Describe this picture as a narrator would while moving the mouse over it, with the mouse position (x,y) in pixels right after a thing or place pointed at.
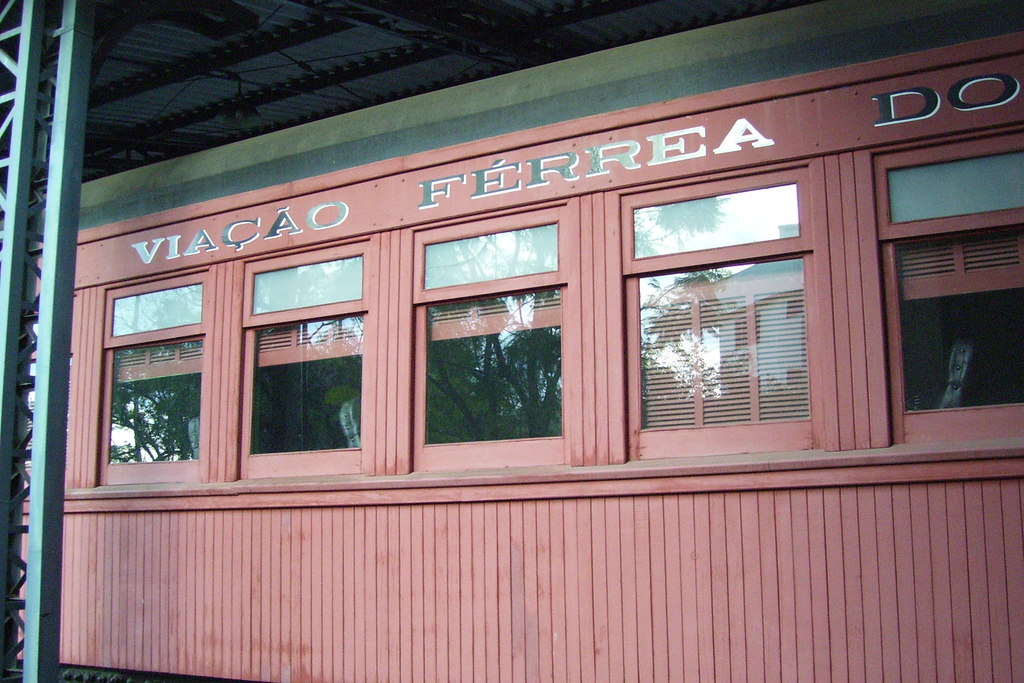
In this image I can see a train coach (329,354) which is in brown color and I can see few glass windows (714,386).
